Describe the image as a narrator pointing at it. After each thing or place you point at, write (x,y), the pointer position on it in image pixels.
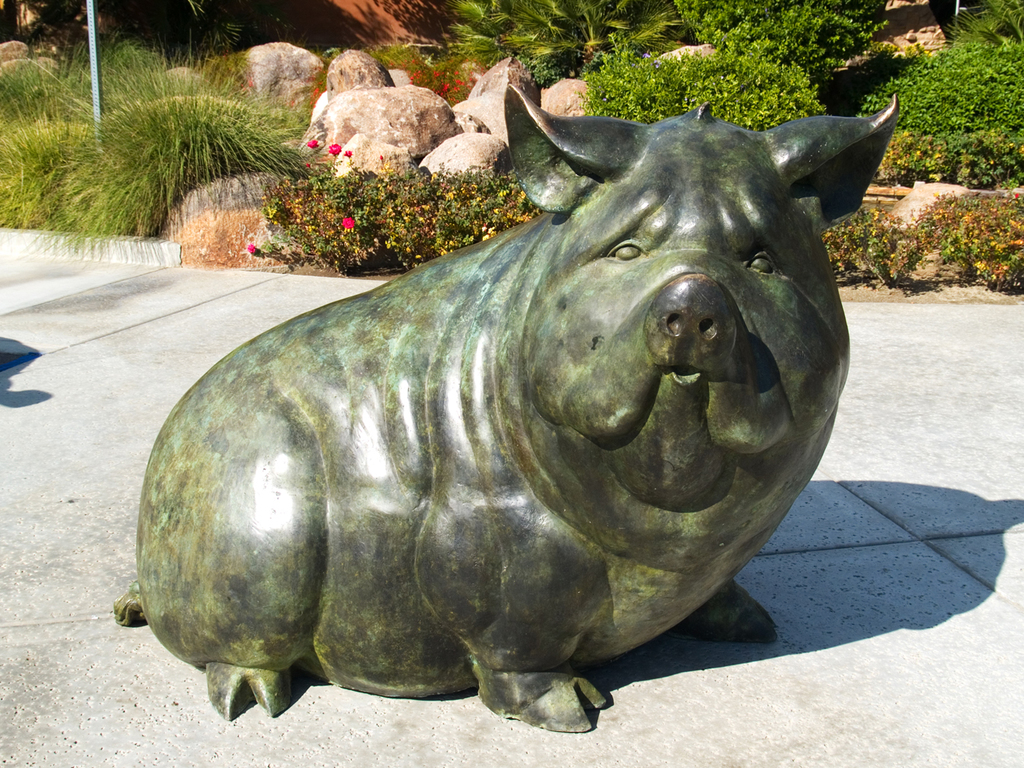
In this picture I can see some sculpture (456,392) placed on the floor (114,438), side we can see flowers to the plants (20,74), rocks (285,91).
